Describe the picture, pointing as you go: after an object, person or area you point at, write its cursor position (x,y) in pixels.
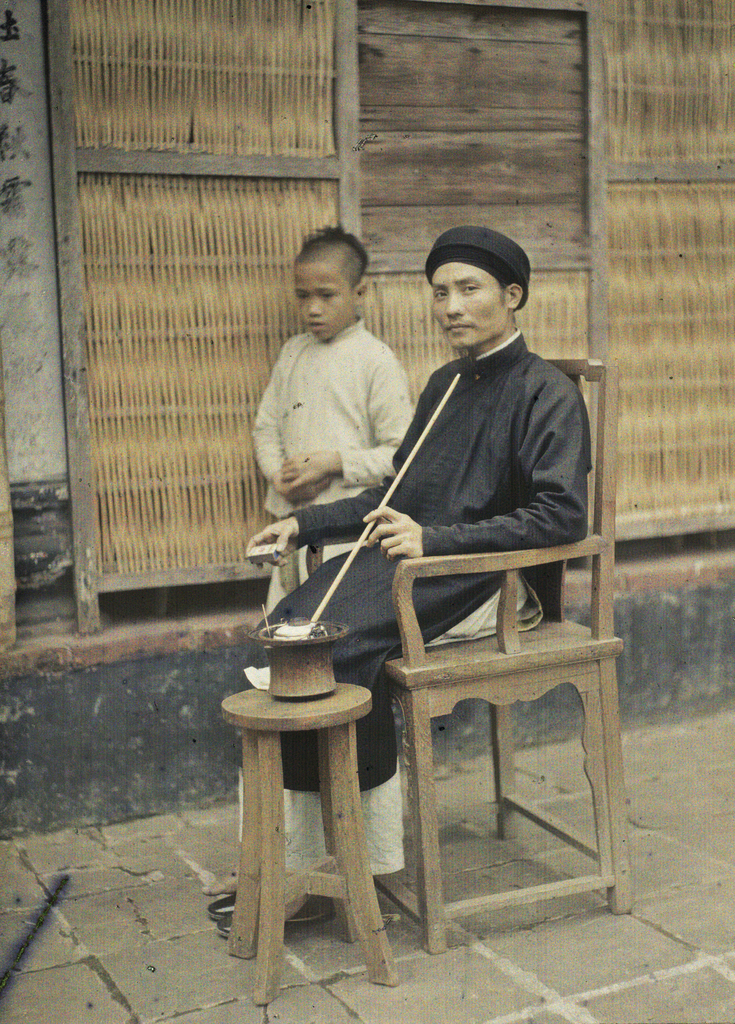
There is a man (481,435) sitting on wooden chair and a boy (341,450) standing beside him, there is a table (244,777) placed beside him and a bowl (337,629) in it with something in.
